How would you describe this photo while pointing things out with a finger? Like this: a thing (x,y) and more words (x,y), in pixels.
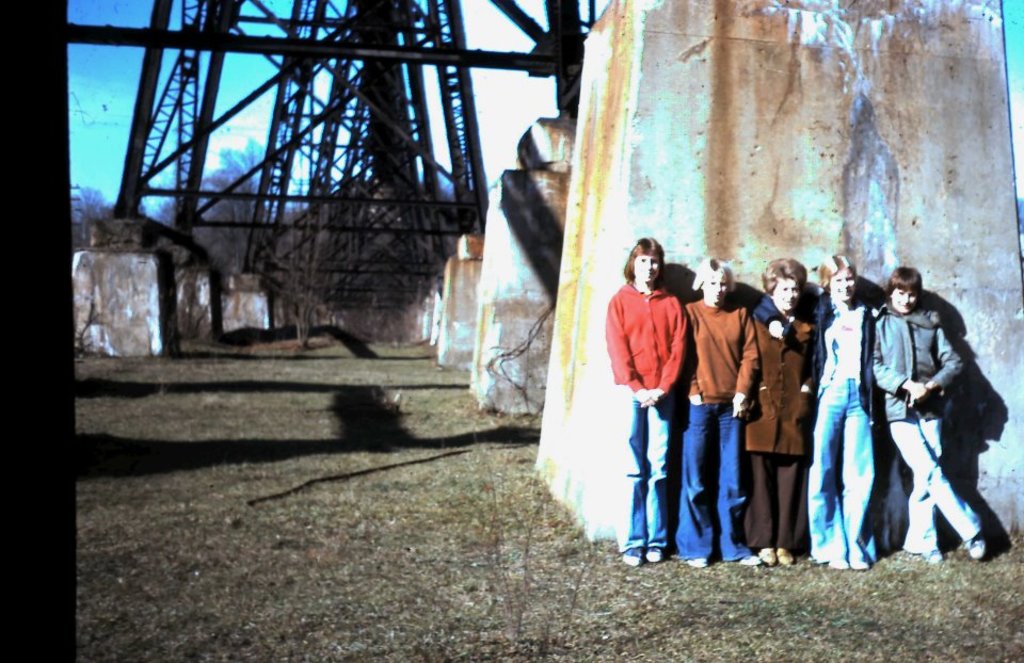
In this image we can see a group of women (785,395) standing on the ground (592,626). In the background (228,183), we can see some metal frames (284,182) placed on concrete surfaces (717,247), group of trees (232,207) and the sky (527,121).
